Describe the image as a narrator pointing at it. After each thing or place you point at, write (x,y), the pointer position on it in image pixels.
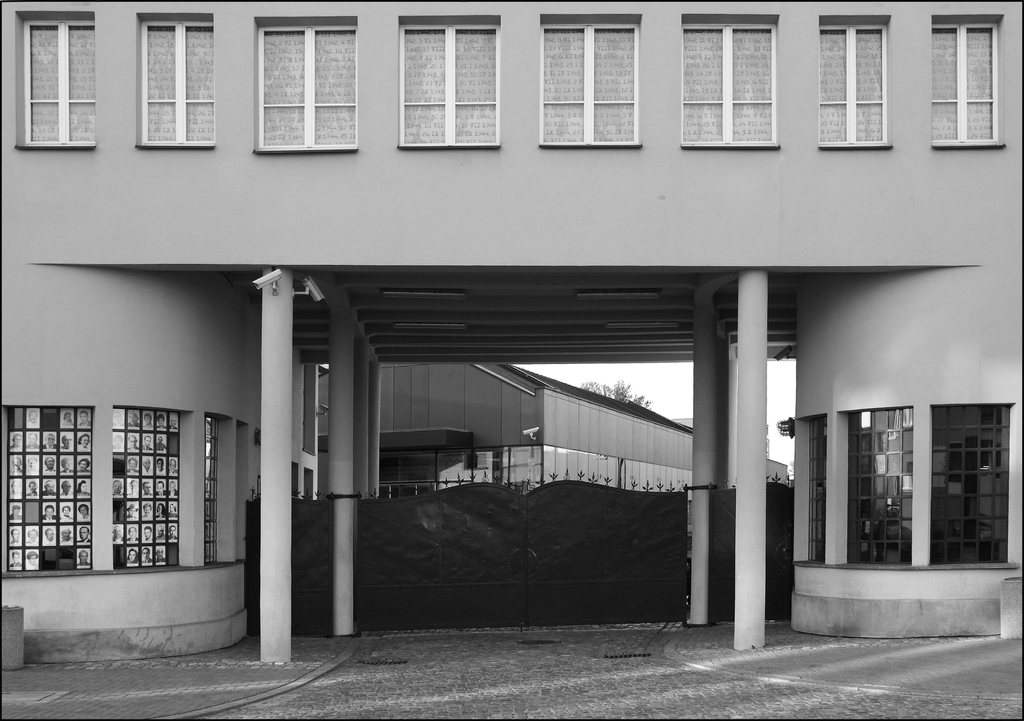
In the image there is a building (235,255) with walls (271,238), windows (728,128), pillars (701,510) and also there is a gate (641,618). In the background (594,462) there is a building (574,396) with walls (541,418).
